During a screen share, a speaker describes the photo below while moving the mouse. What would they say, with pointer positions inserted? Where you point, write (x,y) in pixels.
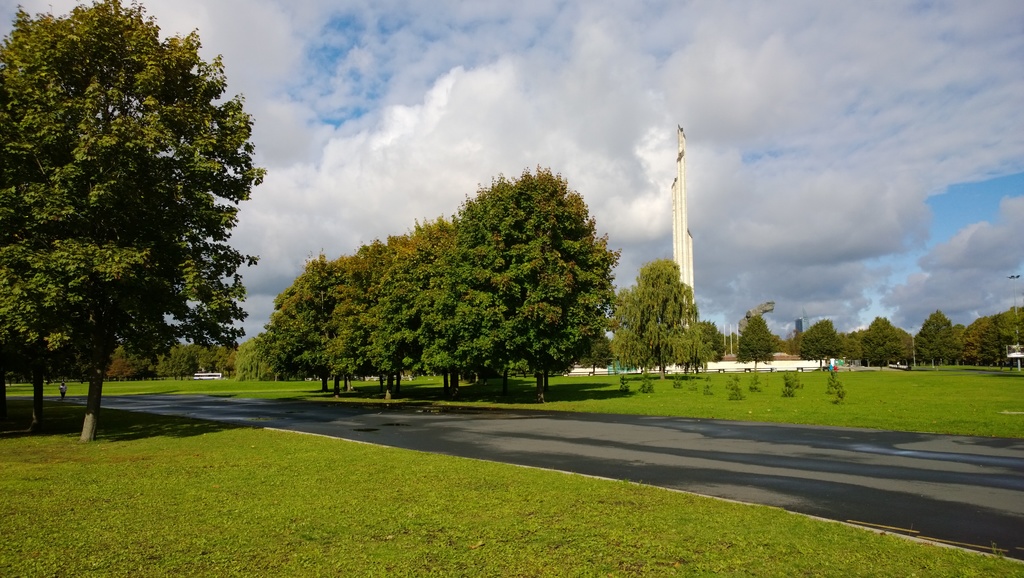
In this image we can see trees (218,310), motor vehicles (215,376) on the road (195,398), persons (64,383) standing on the road (300,425), bushes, tower (689,298), poles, flood lights (1010,277) and sky (431,189) with clouds (441,173) in the background (413,154).
